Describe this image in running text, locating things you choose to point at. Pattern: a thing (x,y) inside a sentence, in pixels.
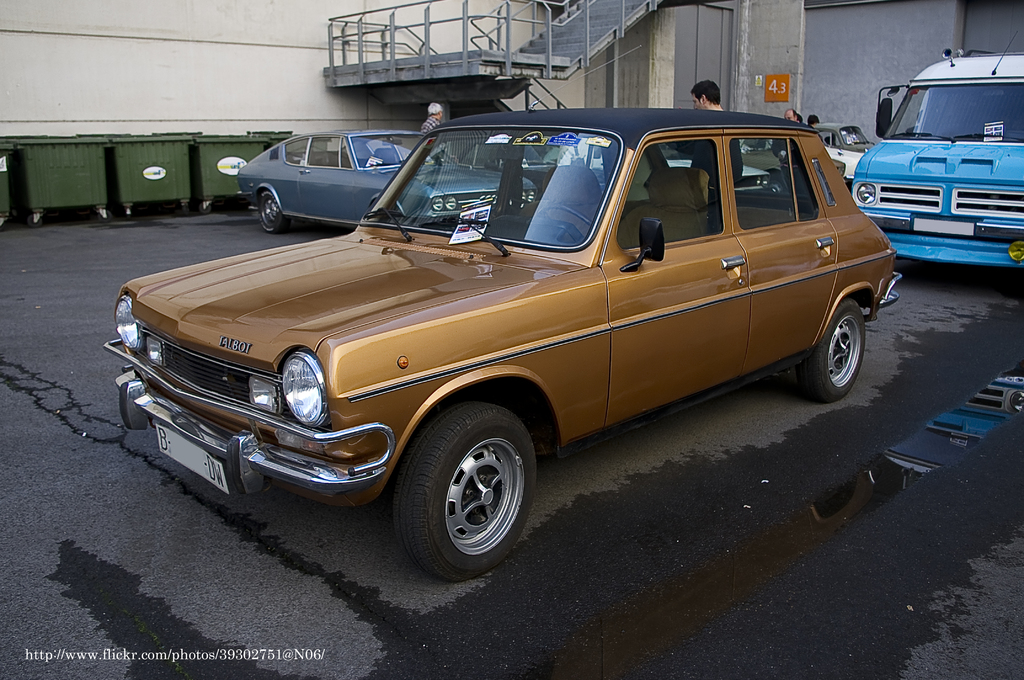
In this image there are few vehicles (622,365) and people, there are stairs (475,68), trolleys (85,171) and a poster (768,84) on the wall (766,104) of the building (727,104).
